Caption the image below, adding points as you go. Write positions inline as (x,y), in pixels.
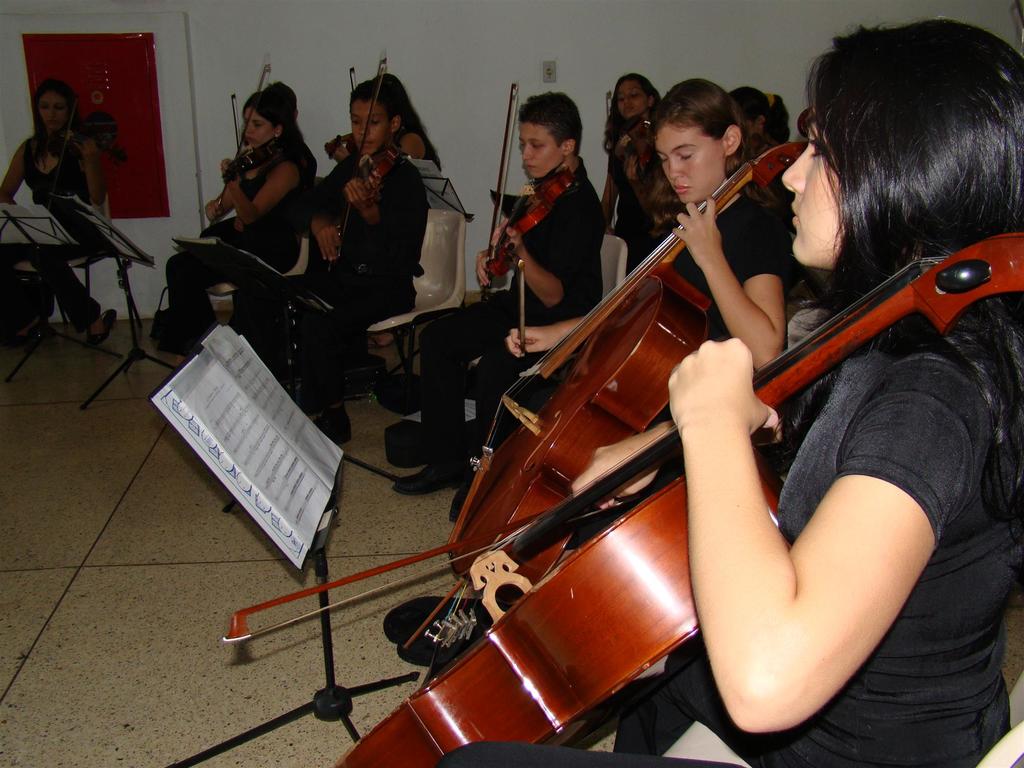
In this picture we can see a group of people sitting on chairs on the floor (122,558), they are playing violins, here we can see stands (202,250), papers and in the background (205,196) we can see a wall (227,136), cupboard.
